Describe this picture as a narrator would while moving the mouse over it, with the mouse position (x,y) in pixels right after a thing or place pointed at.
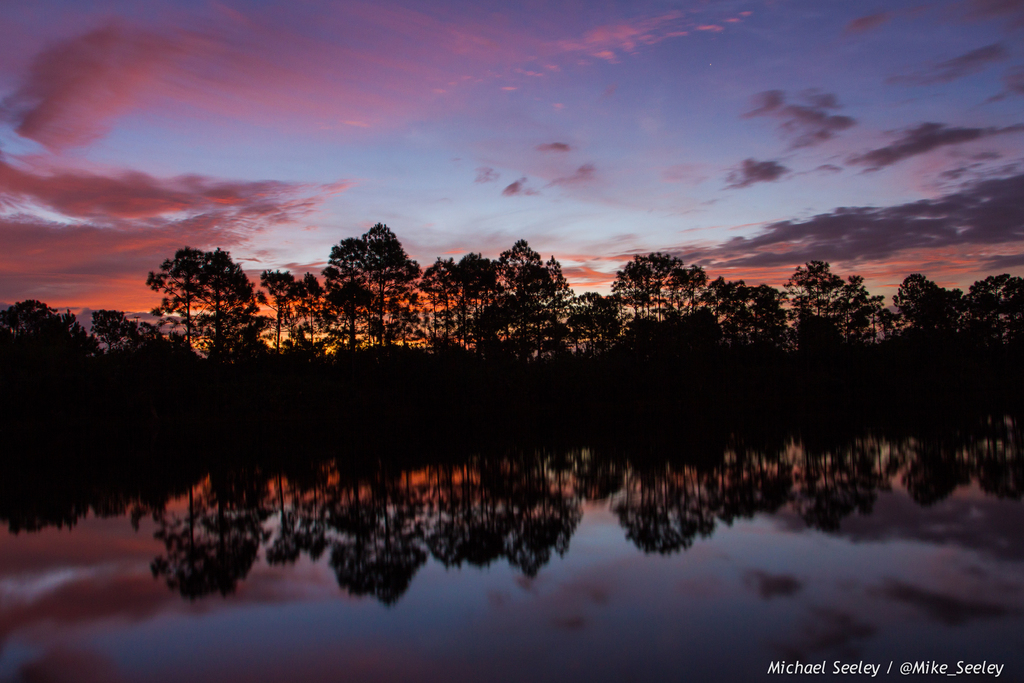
In the foreground of the picture (488,465) there is a water body (345,511), in the water (319,513) we can see the reflection (346,513) of trees (26,311). In the middle of the picture (553,319) there are trees (605,323). At the top (264,106) there is sky (656,171).
